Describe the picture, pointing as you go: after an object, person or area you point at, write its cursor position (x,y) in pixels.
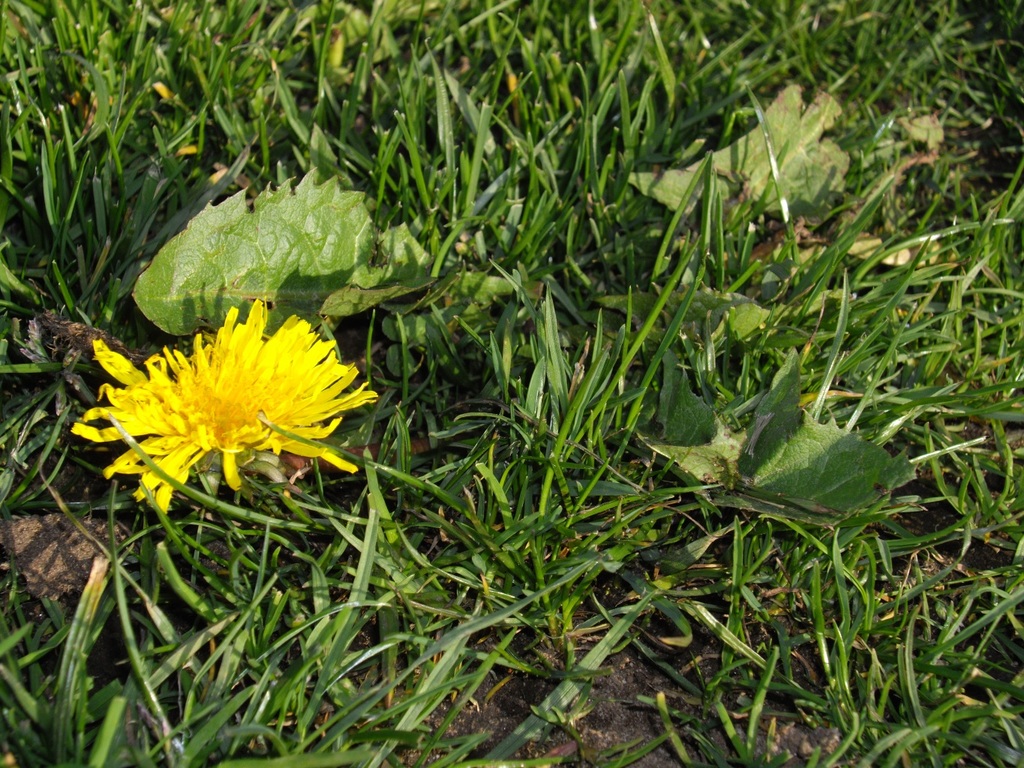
In this image I can see the yellow color flower (138,460) to the grass (194,512). I can see the grass (618,47) is in green color.
